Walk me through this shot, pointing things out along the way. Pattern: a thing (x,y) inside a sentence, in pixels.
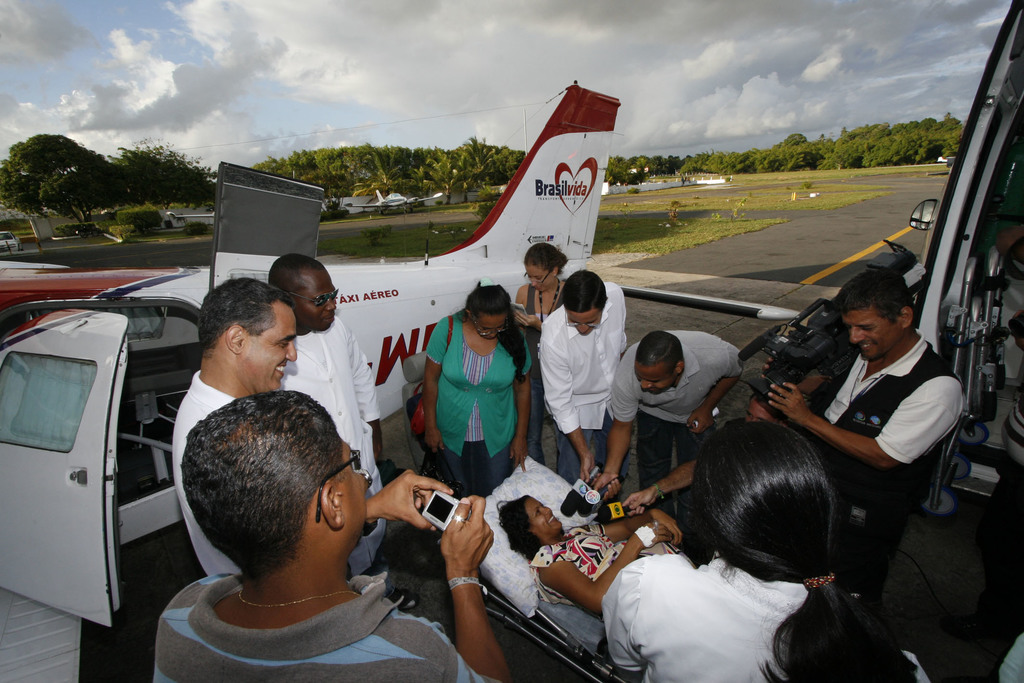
In this picture I can see group of people (434,488) are standing among them some are holding microphones (594,505) and some are holding cameras (784,342). I can also see a woman (557,574) is lying on an object (489,512). In the background (418,261) I can see airplanes (418,261) and road (468,214). I can also see trees (450,169) and the sky (361,97) in the background (322,65).
